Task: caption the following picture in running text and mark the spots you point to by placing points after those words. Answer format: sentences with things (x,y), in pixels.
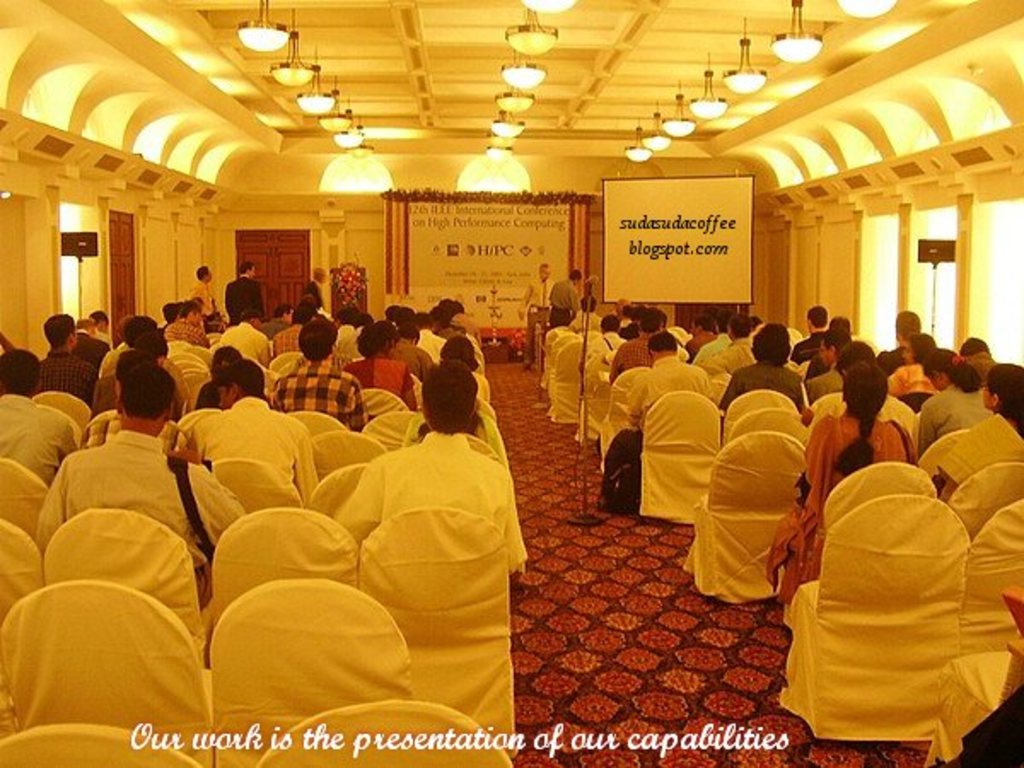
In this image I can see number of people (267,342) where few (573,301) are standing and rest all are sitting on chairs (484,409). I can also see few boards (524,234), number of lights (257,25), watermark (140,746) and on these boards (520,219) I can see something is written.
